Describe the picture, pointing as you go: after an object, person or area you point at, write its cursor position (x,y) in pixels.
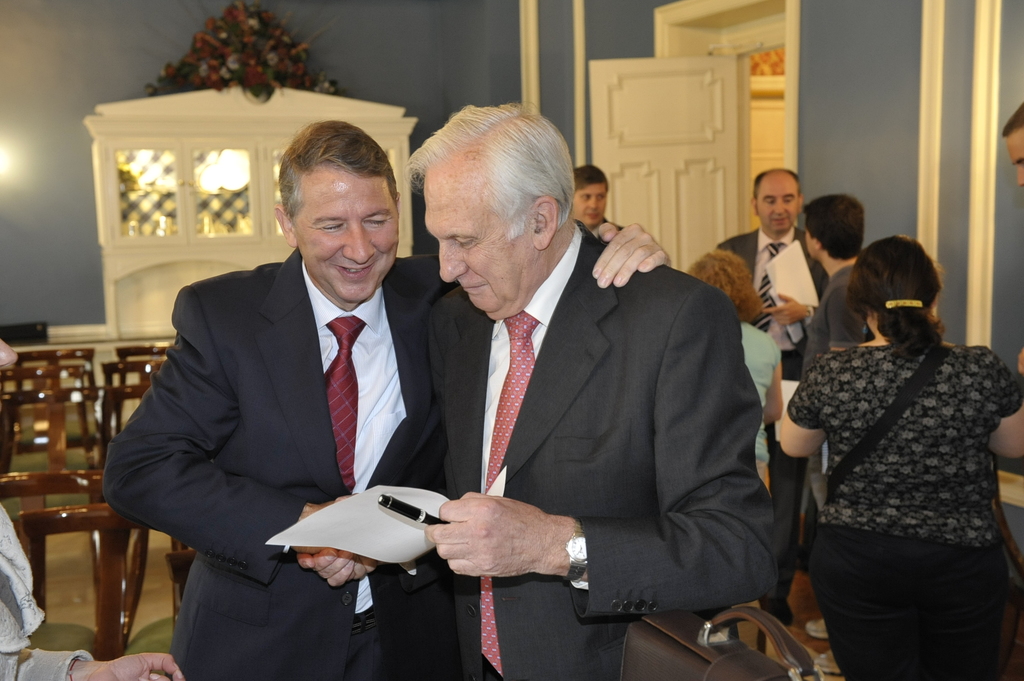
This image is taken indoors. In the middle of the image (582,311) two men (480,472) are standing on the floor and talking to each other and holding a paper (391,529) and pen (423,520) in his hand (348,566). On the right side of the image (800,317) a few (963,675) are standing on the floor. In the background (965,254) there is a wall (853,73) with a door (669,107) and a cupboard (196,233). On the left side of the image (41,364) there are a few empty chairs (62,491).
